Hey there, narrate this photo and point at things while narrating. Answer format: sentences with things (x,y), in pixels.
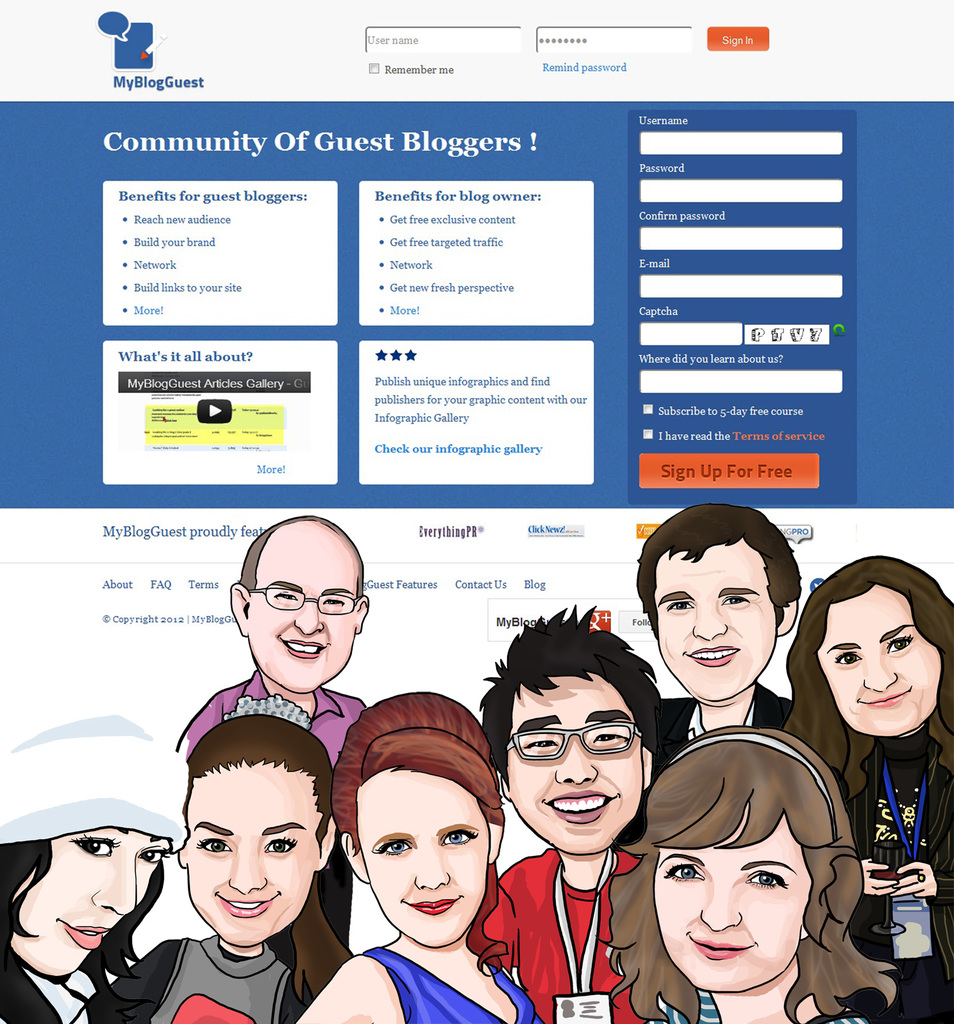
At the bottom of the picture (342,853), we see the illustrations (294,840) of the men (568,839) and the women (810,750). All of them are smiling and they are posing for the photo. At the top (162,317), we see some text (412,225) printed. In the background (144,490), it is in white and blue color. This might be an edited image.
